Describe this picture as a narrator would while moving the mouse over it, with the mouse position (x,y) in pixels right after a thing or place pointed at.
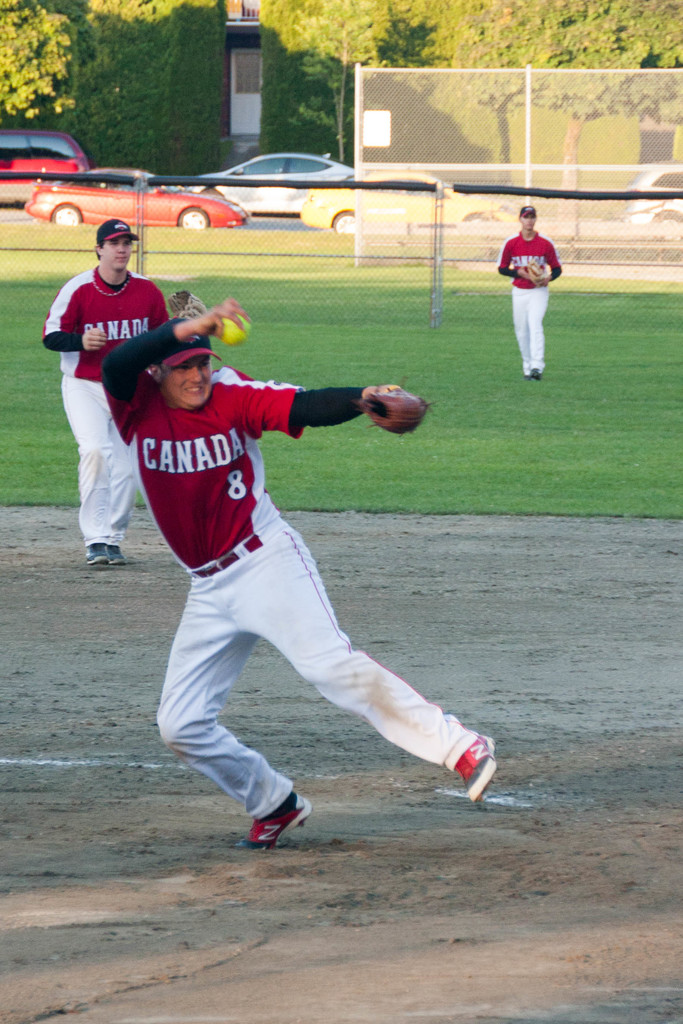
This image consists of three persons (141,459) playing baseball. At the bottom (290,930), there is ground (447,825). In the background (414,456), there is green grass (256,343) and there are cars (246,208) on the road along with the trees (306,127).
